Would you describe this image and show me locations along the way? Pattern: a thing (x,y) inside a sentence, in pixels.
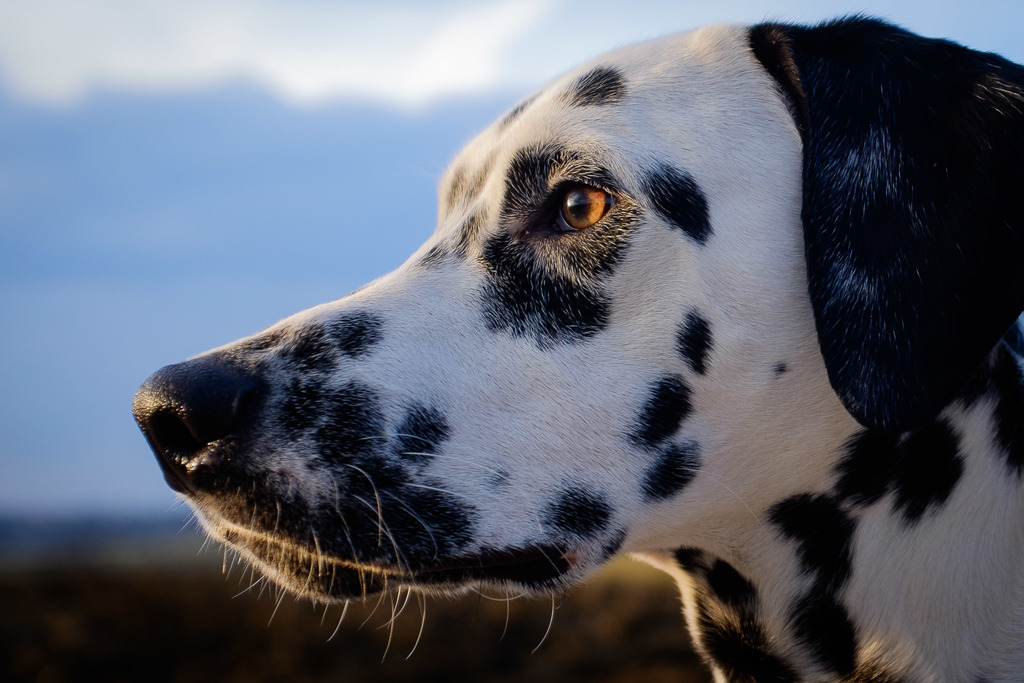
In this image, we can see a dog (579,431). Background (7,593) there is a blur view. Here we can see the sky (176,247).
